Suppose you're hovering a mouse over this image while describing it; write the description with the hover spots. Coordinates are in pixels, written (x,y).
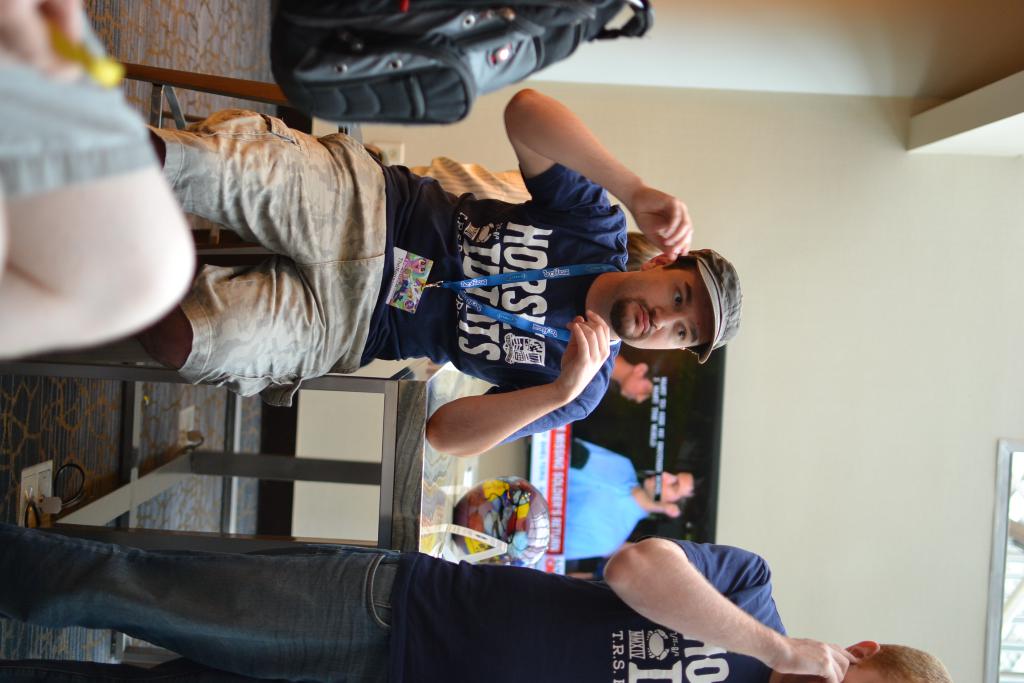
On the right side of the image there is a person (169,592) standing on the floor (72,644). On the left side of the image (53,329) there are people (312,235) sitting on the chairs (248,98). Behind them there is a table (447,490). On top of it there is a ball (496,519). In the background of the image (637,438) there is a TV (677,507). There is a photo frame (1004,660) attached to the wall (923,324).
